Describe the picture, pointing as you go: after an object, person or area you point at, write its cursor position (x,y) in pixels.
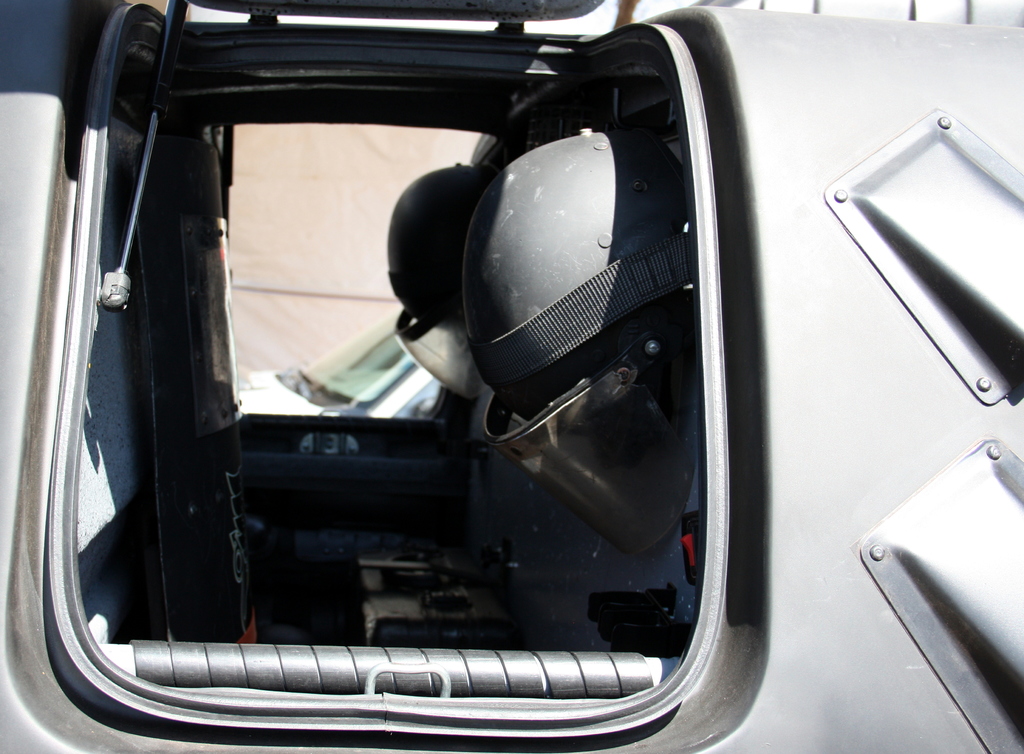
In this picture there are helmets (505,296) in the front (542,302). On the left side (195,373) there is a metal object (208,453). In the background (327,381) there is a car (342,381) which is white in colour and in the front (891,487) there is an object (808,258) which is silver in colour.
